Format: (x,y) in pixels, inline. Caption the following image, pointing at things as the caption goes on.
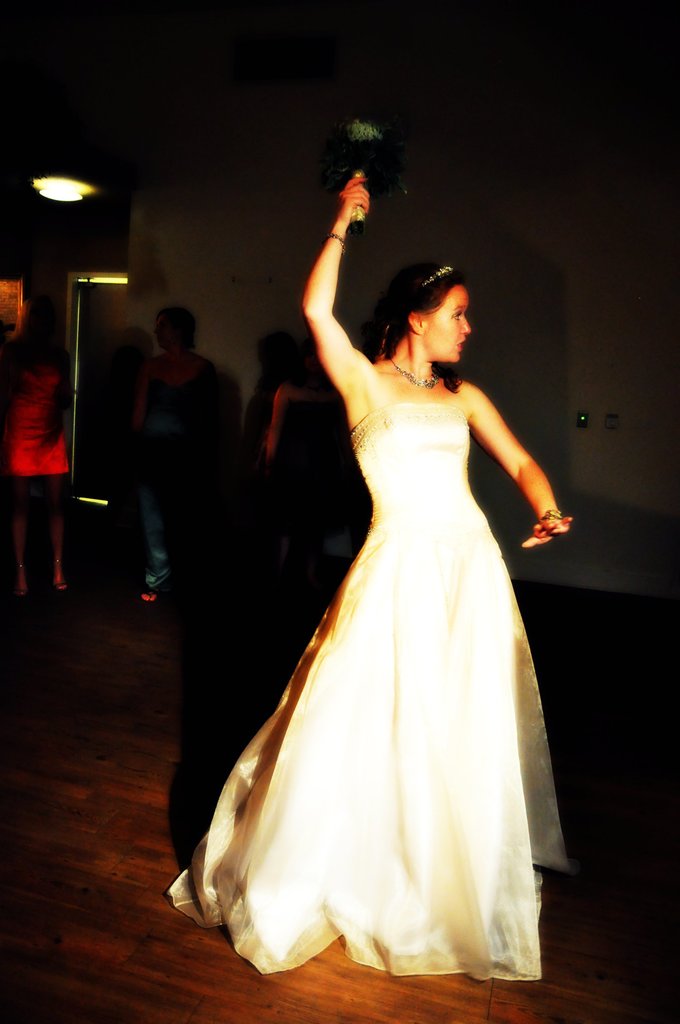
This picture describes about group of people (299,413), in the middle of the image (372,513) we can see a woman (378,551), she is holding an object (359,176) in her hand (356,188), and she wore a white color dress (393,639), in the background (55,193) we can see lights (55,193).
